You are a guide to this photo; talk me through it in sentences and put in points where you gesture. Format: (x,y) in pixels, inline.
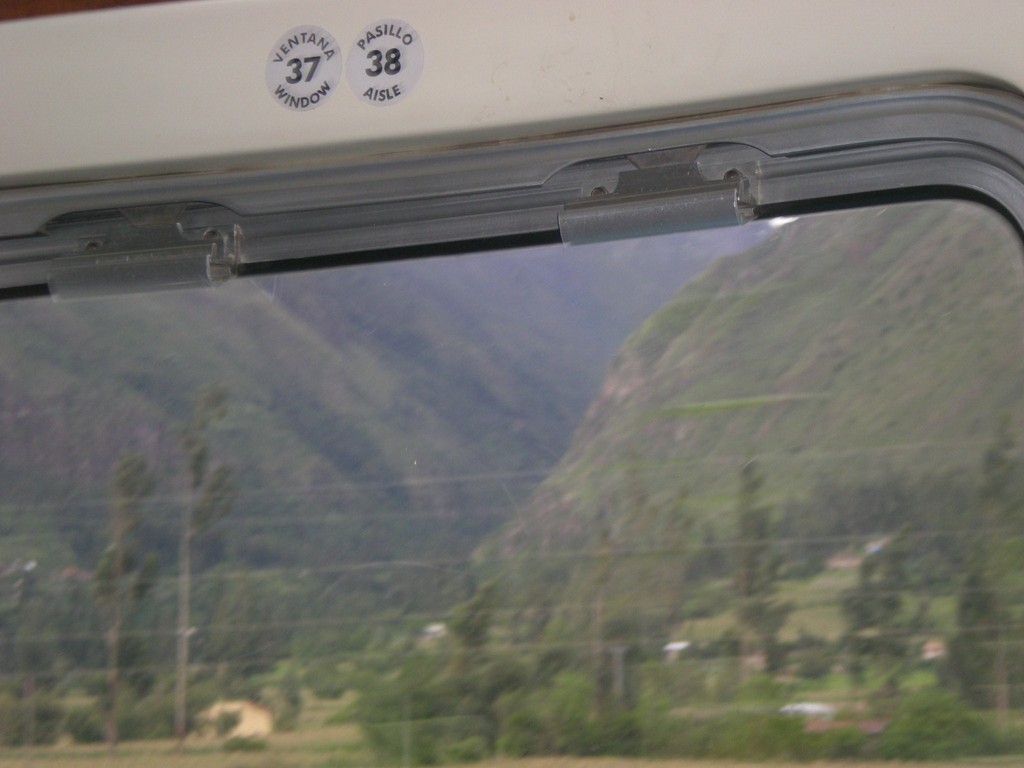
In this image we can see a glass window (228,306) with some numbers (294,70) on it. In the background (417,688), we can see the mountains (728,424) and a group of trees (395,664).
